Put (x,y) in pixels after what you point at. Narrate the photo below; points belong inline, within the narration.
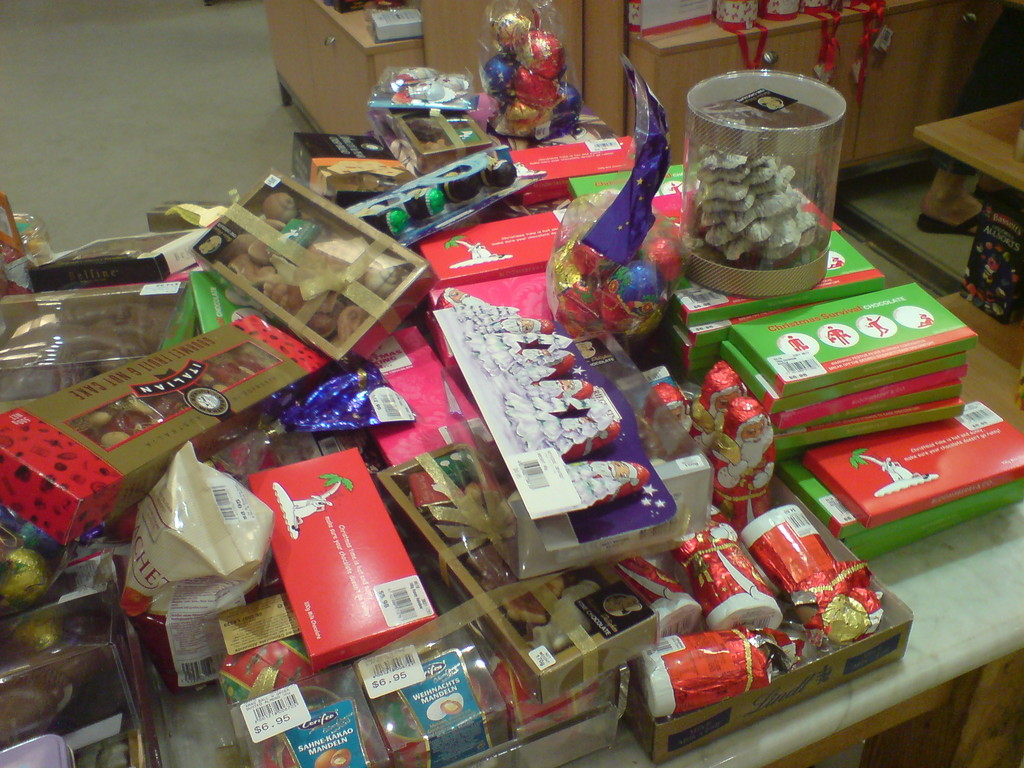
This image is taken indoors. At the bottom of the image (882,643) there is a table (952,598) with many boxes (113,499) and chocolates (598,312) and there are many boxes (548,626) and packets (563,359) on it. In the background (431,3) there is a wall (431,3) and there is a cupboard (774,28) with a few things (660,24) on it. On the right side of the image (973,115) there is another table (1007,142).
